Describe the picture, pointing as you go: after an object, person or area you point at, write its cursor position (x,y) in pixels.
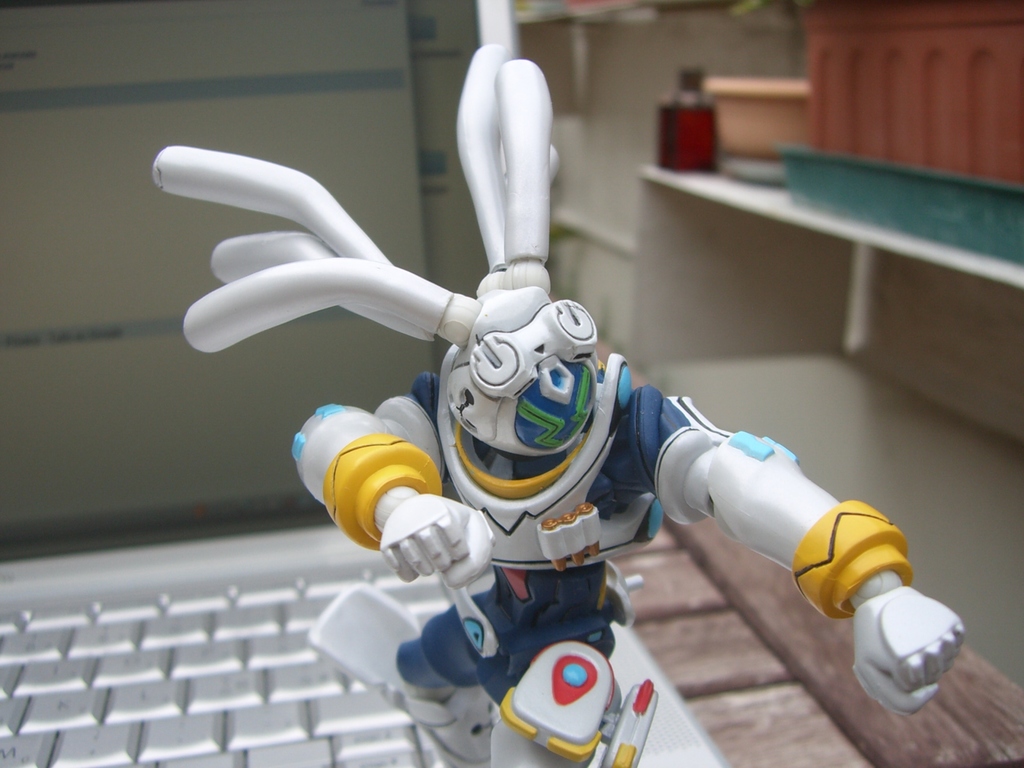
In this image there is one robot toy (575,597) at bottom of this image (530,575) which is in white color. There is one shelf (710,176) at right side of this image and there is one laptop (214,582) at left side of this image (173,604) which is in white color.
